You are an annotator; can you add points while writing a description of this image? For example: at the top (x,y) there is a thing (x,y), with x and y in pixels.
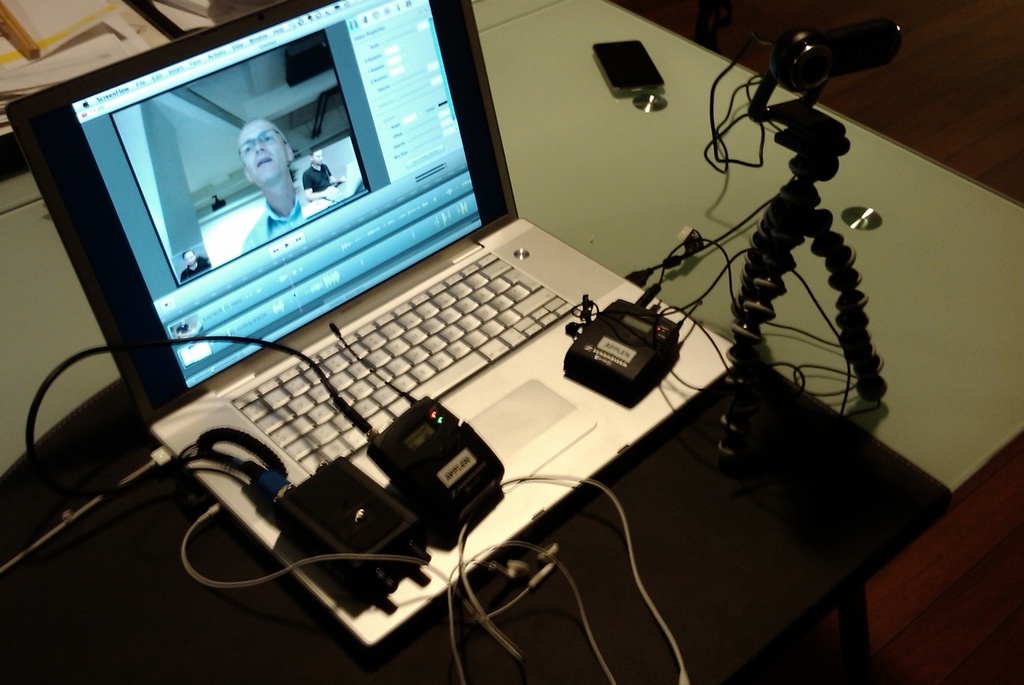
In this picture we can see laptop (365,465), some electrical boxes (365,482) connected with wires (538,574) are placed on the table (26,515).
